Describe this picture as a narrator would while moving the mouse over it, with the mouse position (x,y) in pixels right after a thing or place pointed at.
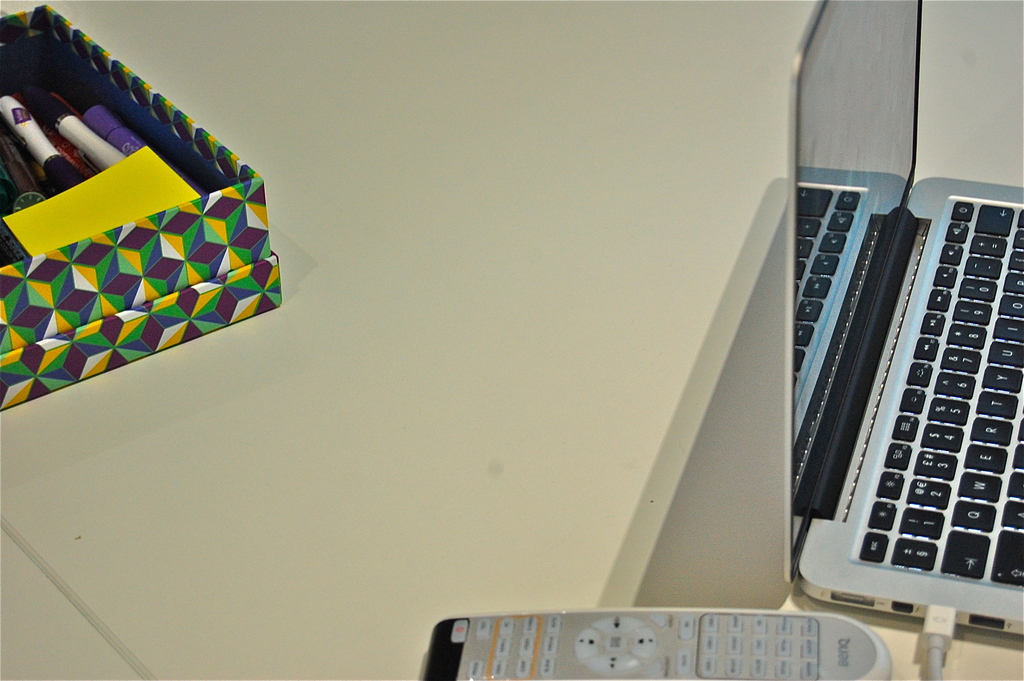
In this image on the right side (926,413) there is a laptop (851,442) and in the front (650,636) there is a remote (647,635). On the left side (63,256) there is a box (93,246) and in the box (113,232) there are pens (35,178) and there is a paper (113,199).
